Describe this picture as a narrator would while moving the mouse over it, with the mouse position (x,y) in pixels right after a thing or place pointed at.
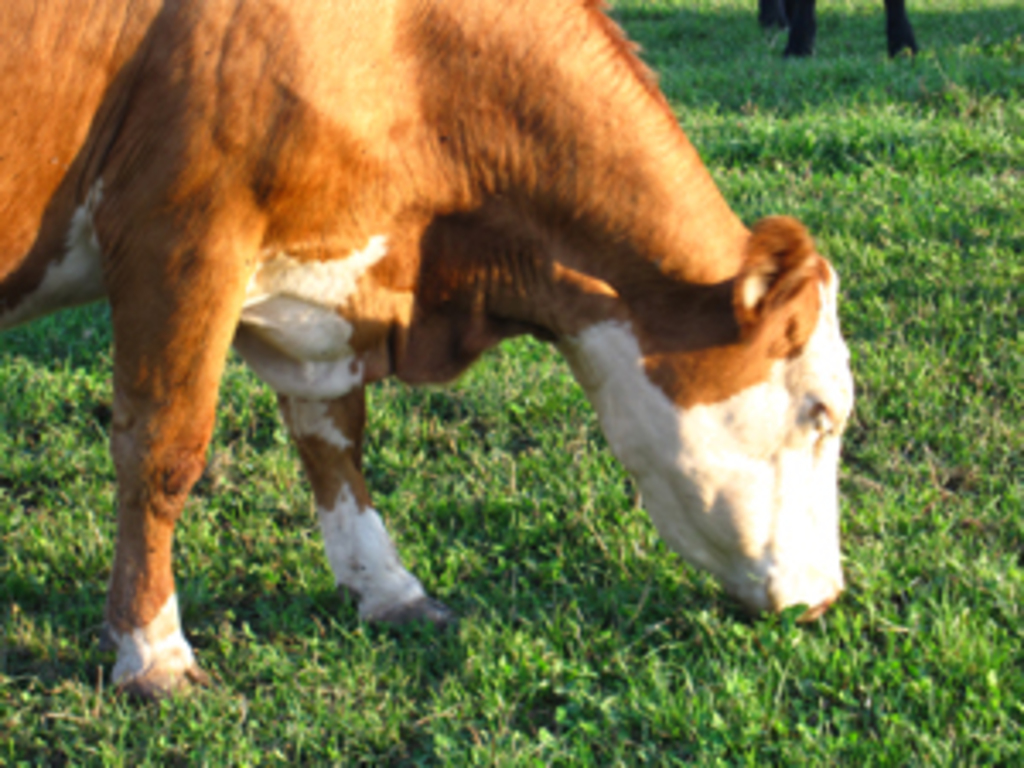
In this image I can see two cows (624,443) are standing on the grass (515,604). This image is taken may be in the ground (436,482) during a day.
